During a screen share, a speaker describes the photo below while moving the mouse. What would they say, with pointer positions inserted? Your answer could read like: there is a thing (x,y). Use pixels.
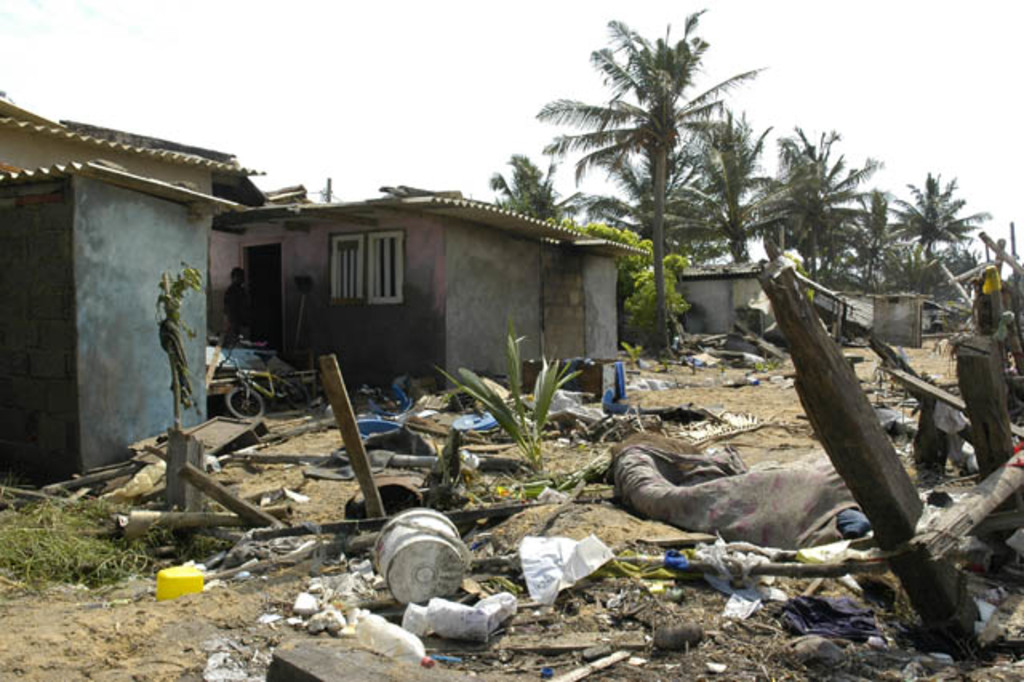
In this image, we can see trees (817,195), sheds (333,224), plants (467,389), logs (863,401), clothes (726,550), a person (238,304) and we can see a bicycle (257,375) and some other objects (489,437) on the ground (339,442). At the top (382,79), there is sky (382,79).
